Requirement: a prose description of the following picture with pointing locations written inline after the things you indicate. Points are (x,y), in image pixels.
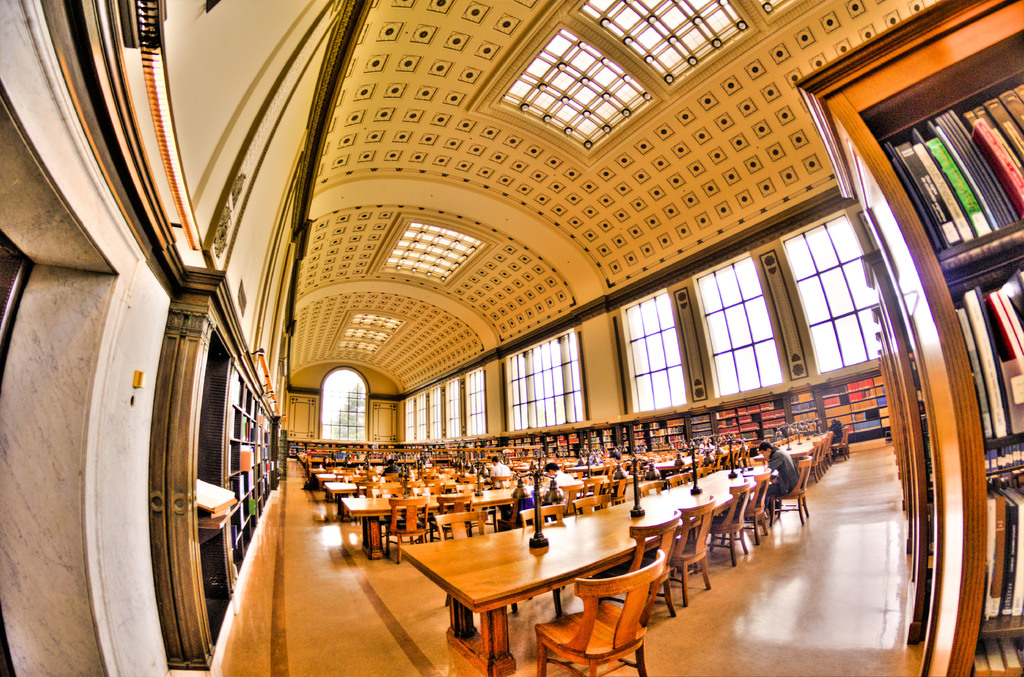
This is the picture of a building (558,371). In this image there are group of people (790,473) sitting on the chairs (822,453) and there are tables (518,568) and there are objects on the tables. At the back (743,421) there are books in the cupboard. On the right side of the image (1013,400) there are books (1023,383) in the cupboard (995,74). At the top (767,12) there are lights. At the bottom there is a floor (781,583).
